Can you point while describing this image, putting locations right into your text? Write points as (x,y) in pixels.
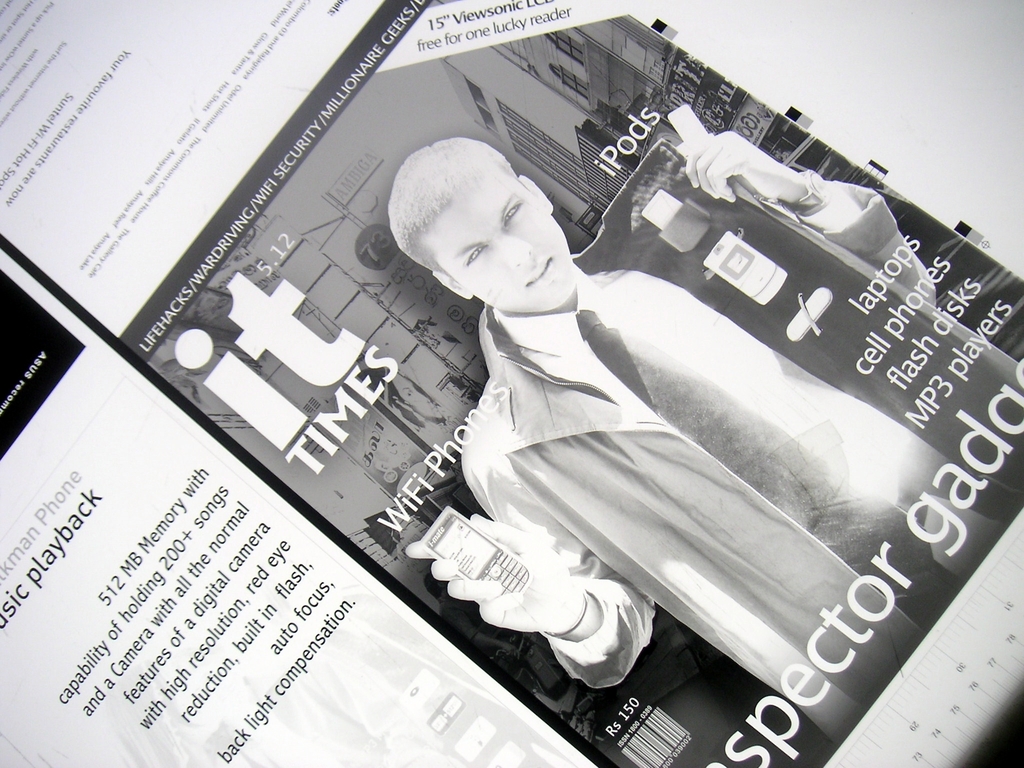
This black and white image is rotated towards the right (764,756). I can see a paper cutting (110,546) with some text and photo graph (423,541) of a person (475,518) holding a cellphone (484,572) in his hand (481,582) and accessories (803,322) in his coat (857,326).
